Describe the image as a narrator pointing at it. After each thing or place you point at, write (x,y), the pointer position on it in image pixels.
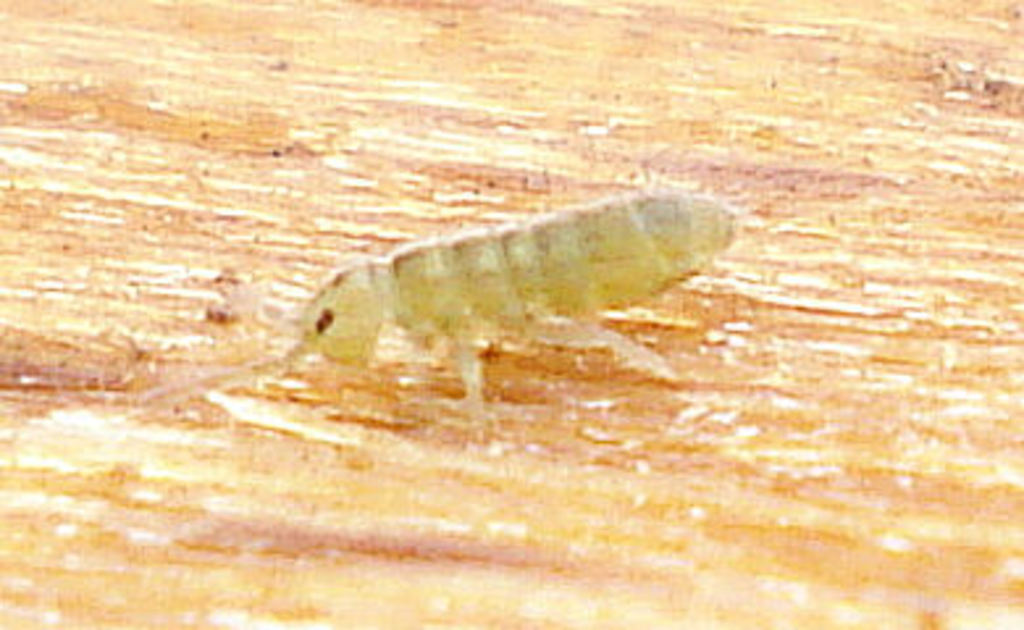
In this image we can see an insect (371,273) on the surface (151,355).
